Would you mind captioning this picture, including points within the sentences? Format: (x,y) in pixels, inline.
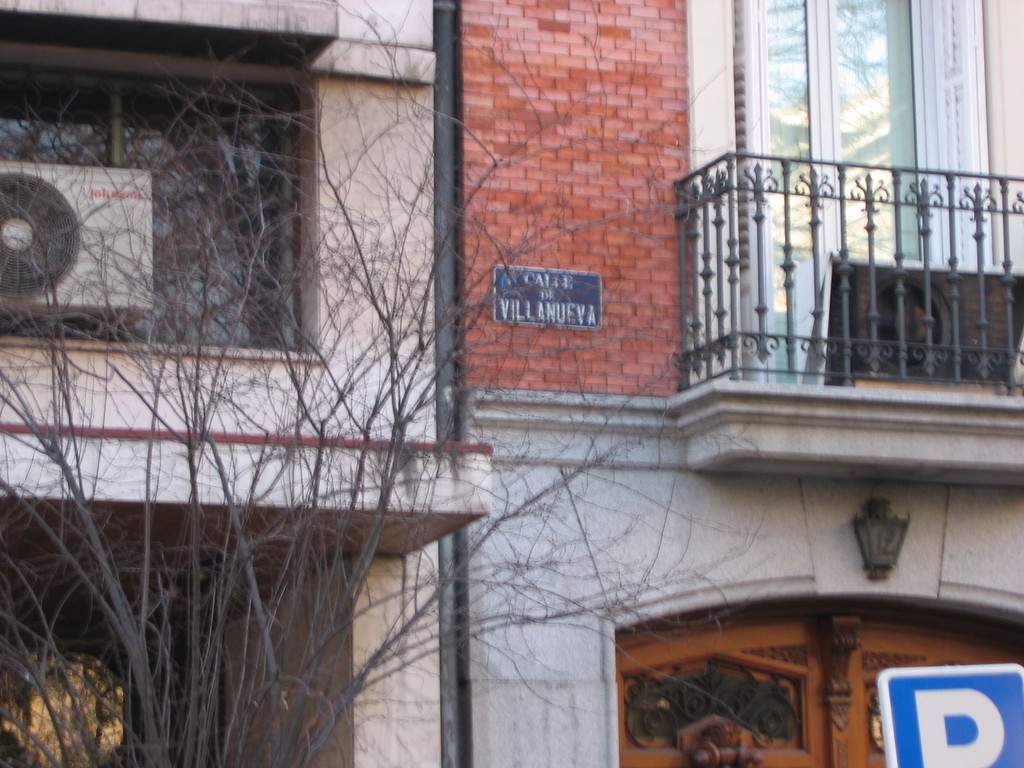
In this image, in the middle (517,484) there are building (546,590), tree (394,449), railing (722,356), window (869,117), curtains (899,140), compressor (106,213), board (508,303), text (548,303). At the bottom (720,725) there is a door (859,753), sign board (890,717).
